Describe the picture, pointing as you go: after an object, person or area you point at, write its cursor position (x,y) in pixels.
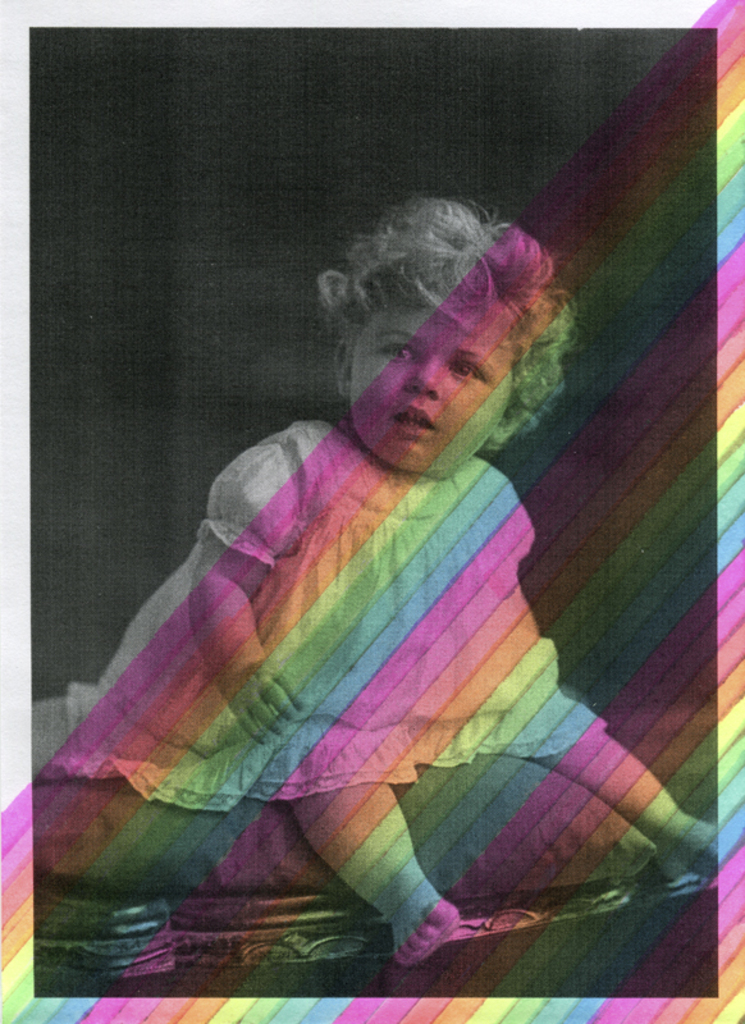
This is an edited image. In this image I can see a baby (352,706) is sitting on a pillow (488,831) which is placed on the bed (194,951). The background (227,197) is in black color.
